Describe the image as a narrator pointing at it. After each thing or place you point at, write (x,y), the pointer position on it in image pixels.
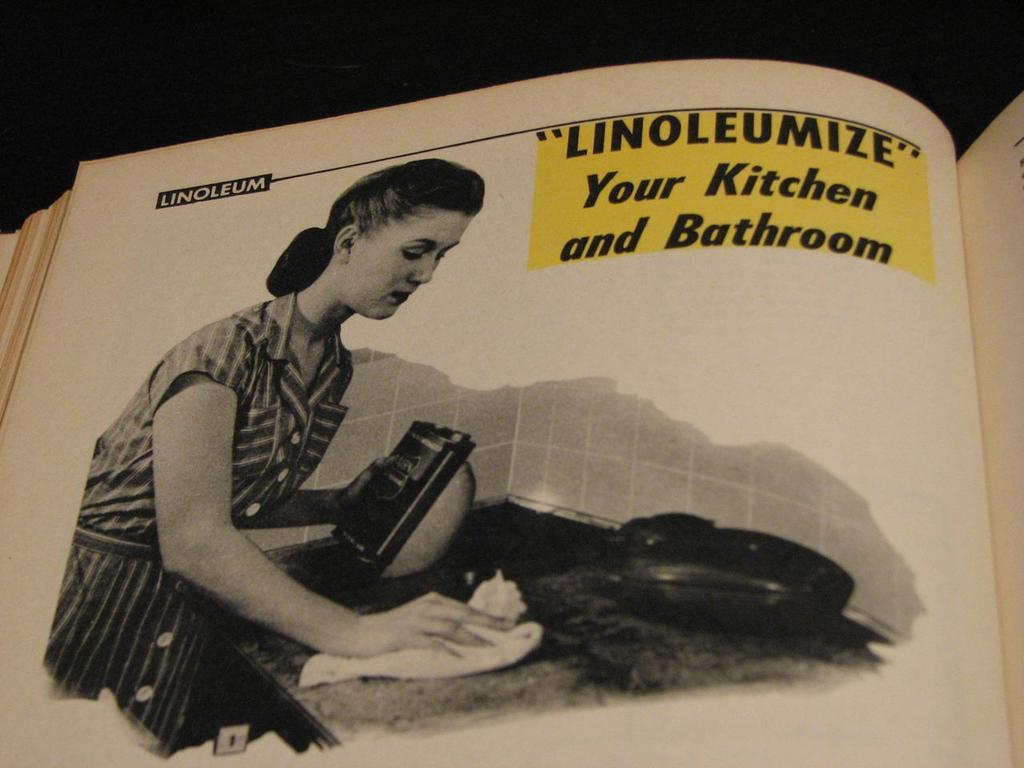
In this image there is a book (547,503) and on the book (60,492) there is a picture (289,275) of one woman (255,445), and she is cleaning the table (549,602) and also she is holding a tin (461,449). And at the top of the book (788,167) there is text (767,168), and there is a black background (944,37).
